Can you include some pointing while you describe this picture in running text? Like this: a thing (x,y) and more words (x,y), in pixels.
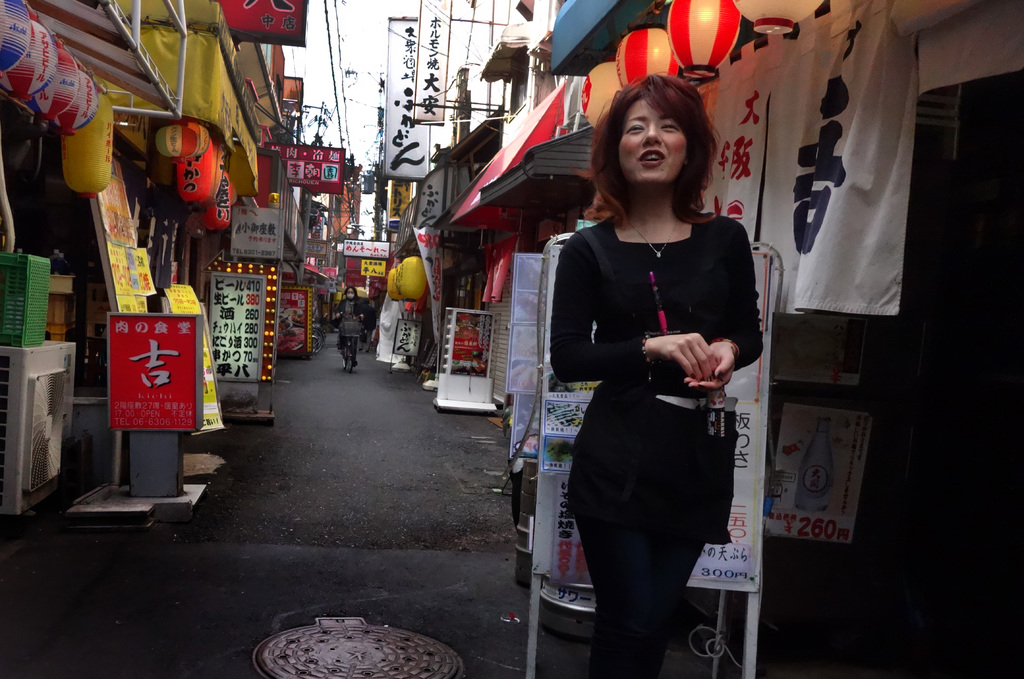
In this image there is a person (594,212) standing, a person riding a bicycle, and there are light boards (177,365), posters (301,323), boards (194,323), stalls (43,236), clothes (751,59) with names (435,277) on it, paper lanterns (416,289), and in the background (365,231) there is sky (372,14).
